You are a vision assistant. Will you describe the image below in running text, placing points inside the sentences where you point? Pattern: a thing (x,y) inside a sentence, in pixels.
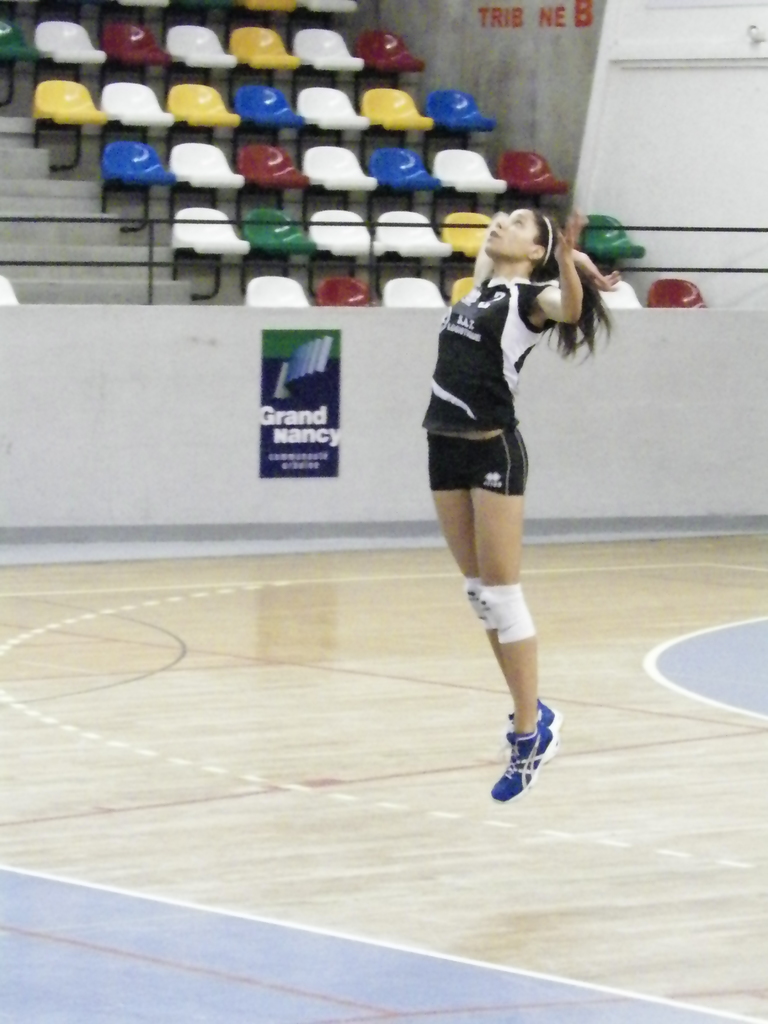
In this image I can see a woman (493,622) is jumping and I can see she is wearing blue shoes (531,766), white knee guard (498,632) and sports wear (467,388). I can also see something is written on her dress (462,350) and on the floor (620,613) I can see number of white lines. In the background (276,362) I can see a poster (333,362) and number of colourful chairs (366,291). I can also see something is written on the poster (269,416) and on the top right side of this image (513,27).
